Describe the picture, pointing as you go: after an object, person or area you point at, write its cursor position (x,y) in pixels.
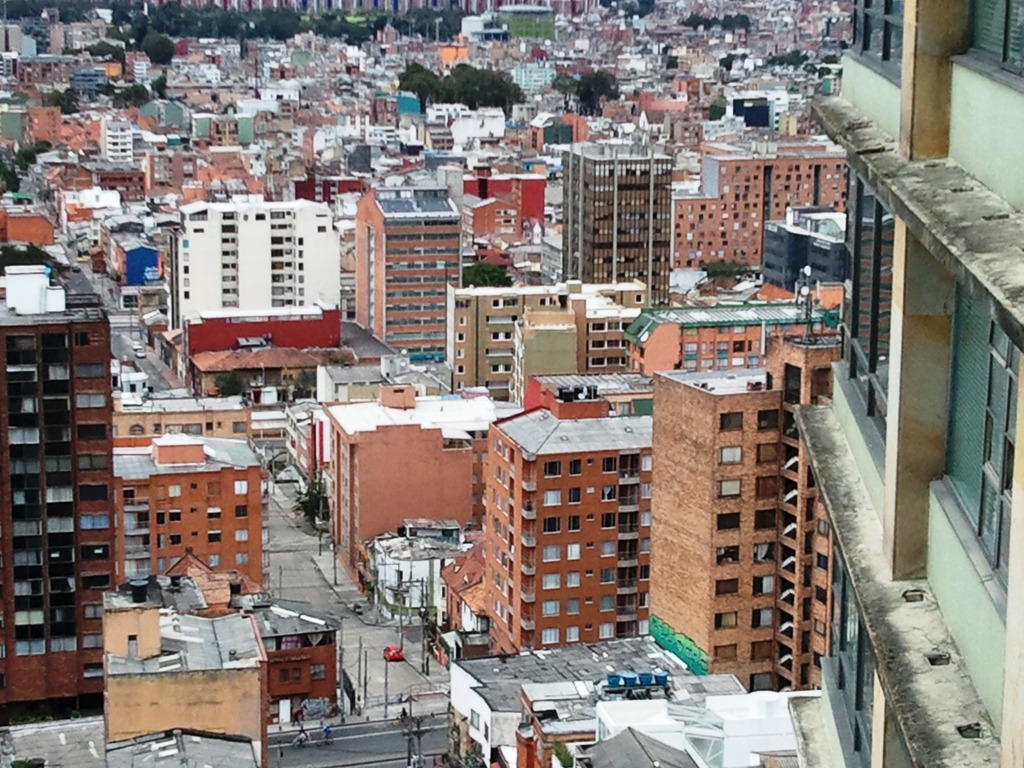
In this image I can see number of buildings (383,240) and on the top side of this image (37,250) I can see number of trees (5,181). I can also see few vehicles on the left side of this image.
